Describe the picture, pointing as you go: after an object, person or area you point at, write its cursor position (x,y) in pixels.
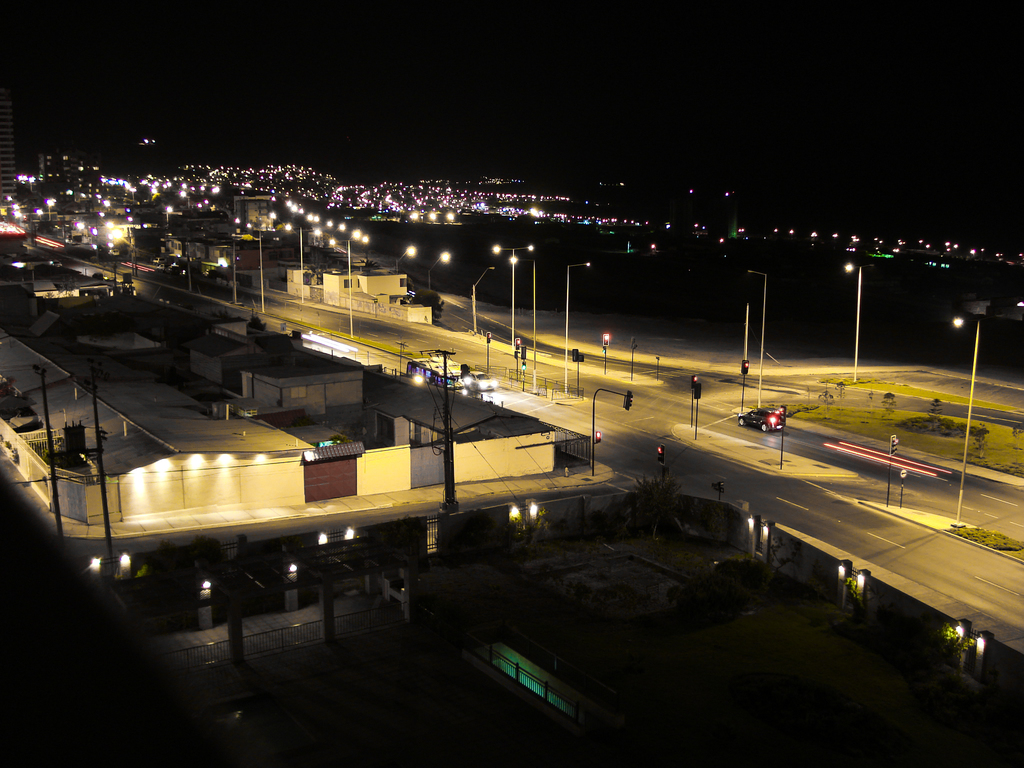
In the foreground of this image (634,490), there are many lights (294,571), light poles (473,315), few vehicles (750,419) moving on the road (689,457), traffic poles (720,493), buildings (286,381) and trees (651,508). In the background (440,198), there are many lights (316,194) in the dark.
